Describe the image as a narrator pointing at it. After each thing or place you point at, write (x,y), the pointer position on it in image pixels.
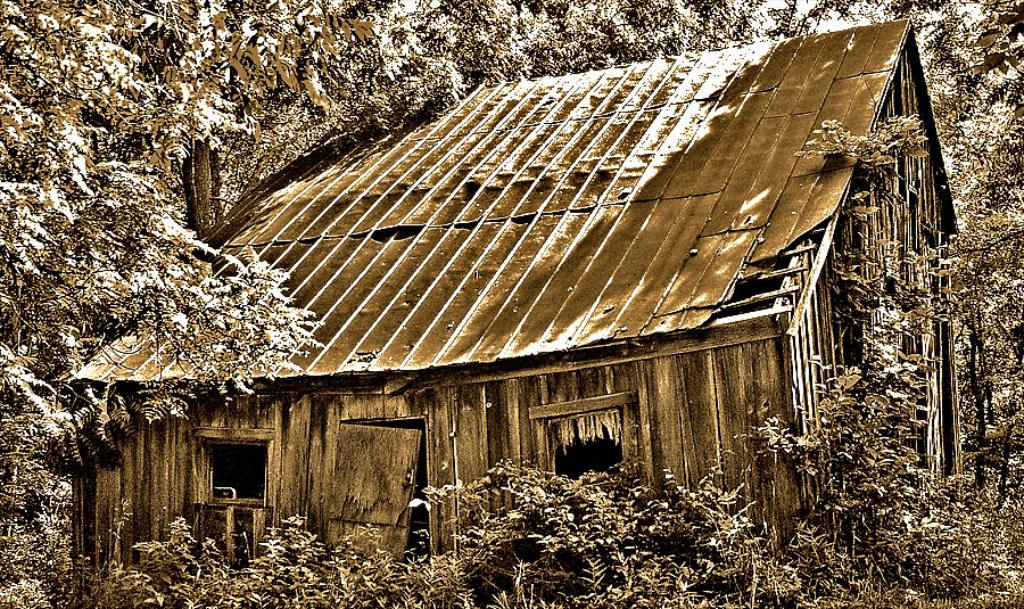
In this image I can see number of trees (161,100) and some leaves (181,53) on the trees (175,132). I can see a brown colored house (622,343) in between the trees (161,257).
